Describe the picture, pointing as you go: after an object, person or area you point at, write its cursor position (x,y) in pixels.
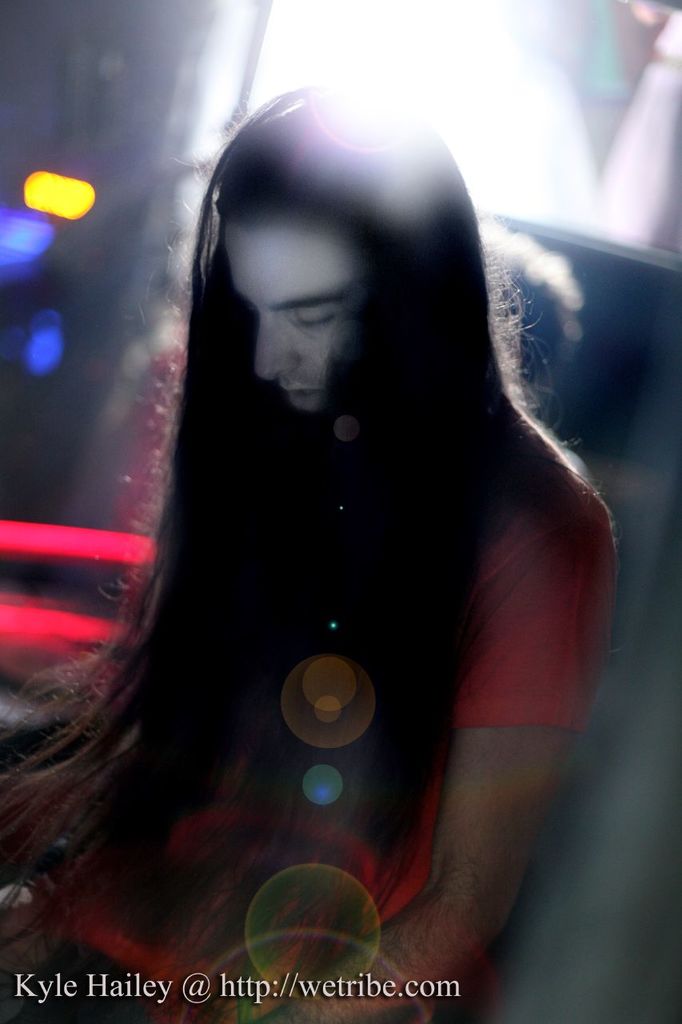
It is an edited image. In this image we can see a man (255,372) with long hair (338,662). We can also see the lights (48,223) and in the bottom left corner (95,996) we can see the text (267,996).
